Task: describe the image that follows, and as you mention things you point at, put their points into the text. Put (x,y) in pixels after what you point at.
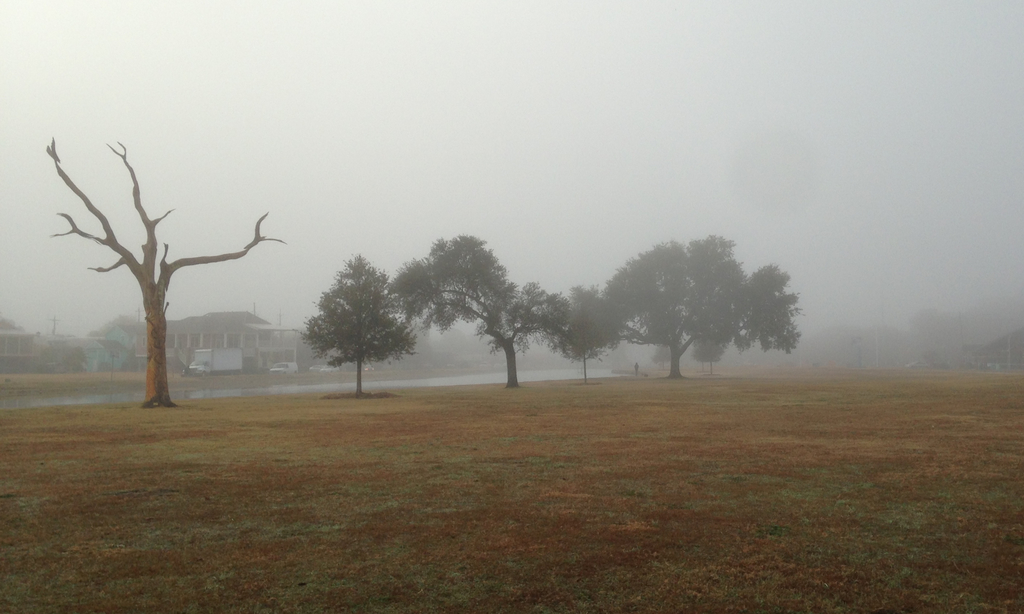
In this picture we can see ground (470,499), grass (569,439), trees (479,281) and water (473,379). There is a person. In the background of the image (233,325) we can see houses (284,349) and sky (272,204).
